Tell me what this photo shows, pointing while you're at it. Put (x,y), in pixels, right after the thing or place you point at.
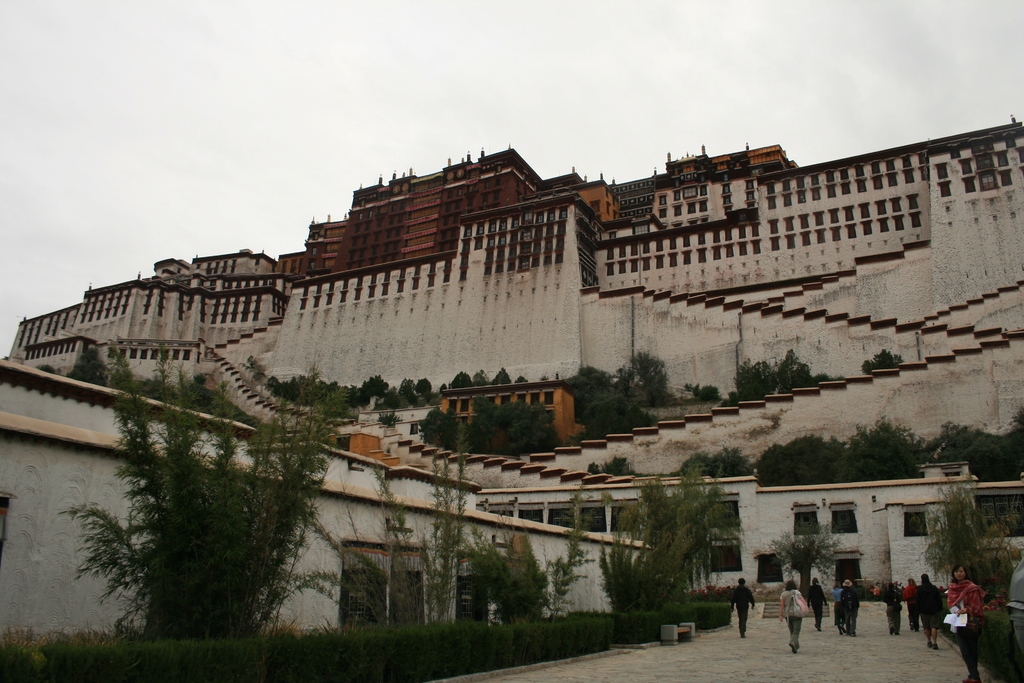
In this image we can see buildings (847,197) and there are stairs (914,328). We can see trees (1001,548). At the bottom (838,609) there are people (953,599) and we can see bushes (355,658). At the top (329,144) there is sky (329,144).
